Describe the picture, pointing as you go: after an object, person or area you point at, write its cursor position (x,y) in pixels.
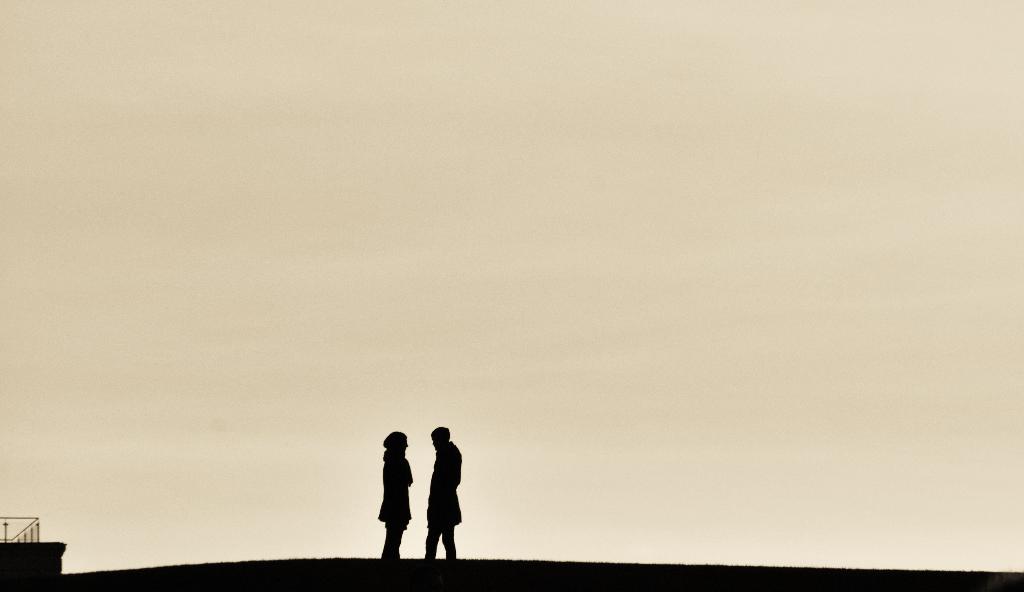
In this image, we can see depiction of persons (452,524) on the yellow background (667,174).
